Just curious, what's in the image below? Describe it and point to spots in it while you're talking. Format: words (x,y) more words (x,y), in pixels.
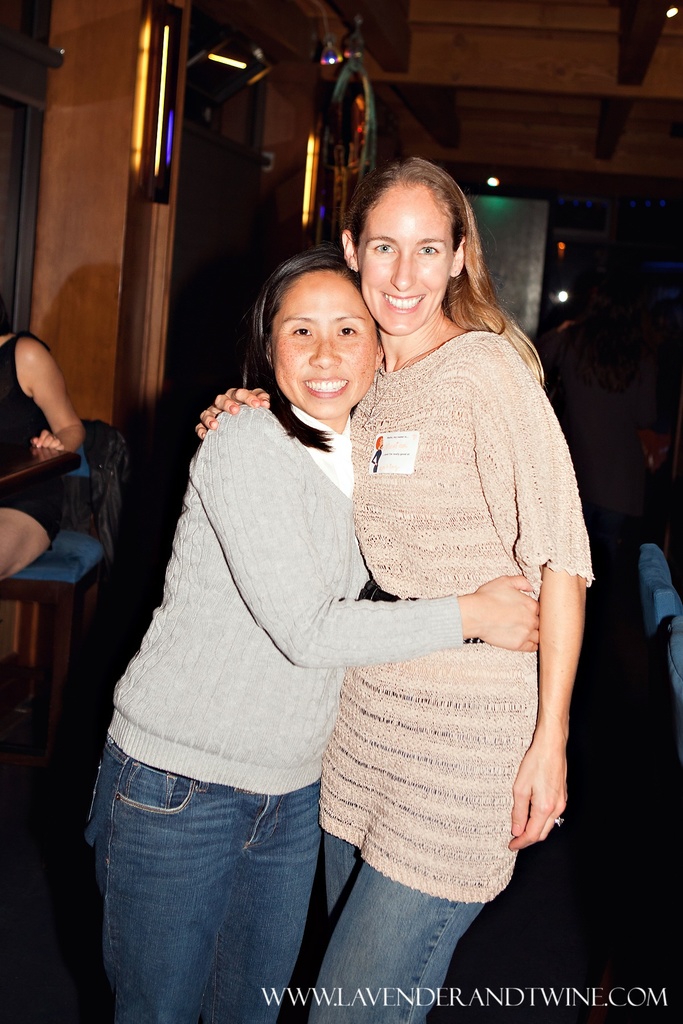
In this picture we can see tall girl (507,663) who is wearing t-shirt (451,789) and jeans (378,879). She is hugging to the other woman (256,577). On the bottom right corner (655,996) there is a watermark (460,996). On the left (17,424) there is a woman (42,445) who is wearing black dress (51,506), sitting on the chair (41,563). In the background (117,119) we can see lights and wall (110,152).
